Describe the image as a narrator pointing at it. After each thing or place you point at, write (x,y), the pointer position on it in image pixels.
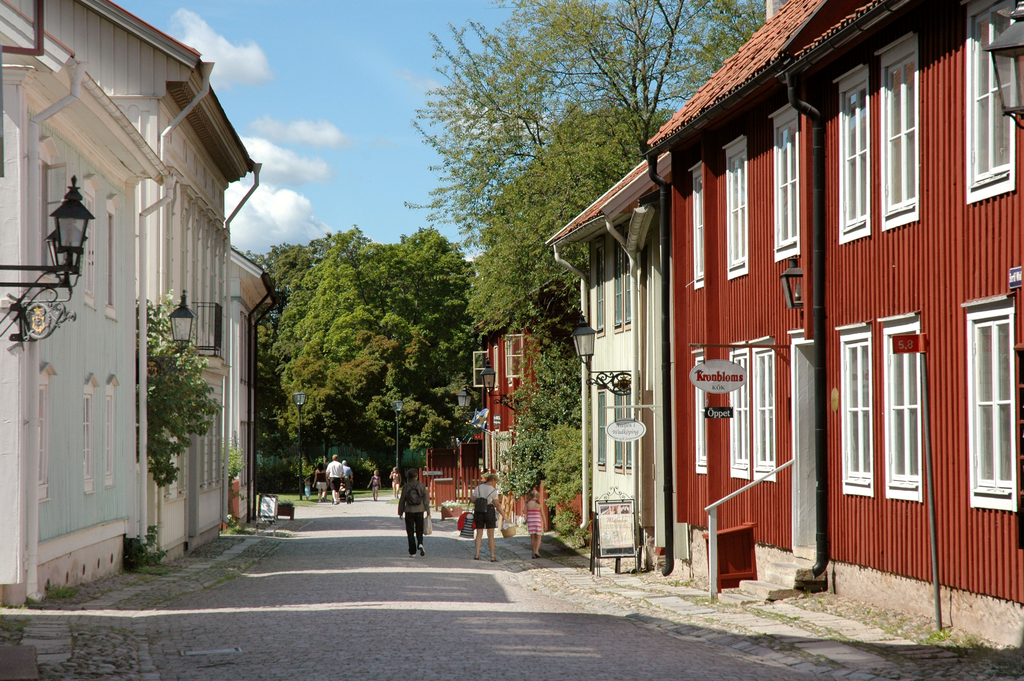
In this image I can see few buildings (197,338), windows (738,358), light-poles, signboards (704,374), trees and few people (428,494) are wearing bags (486,501) and walking on the road (452,522). The sky (390,127) is in blue and white color.
